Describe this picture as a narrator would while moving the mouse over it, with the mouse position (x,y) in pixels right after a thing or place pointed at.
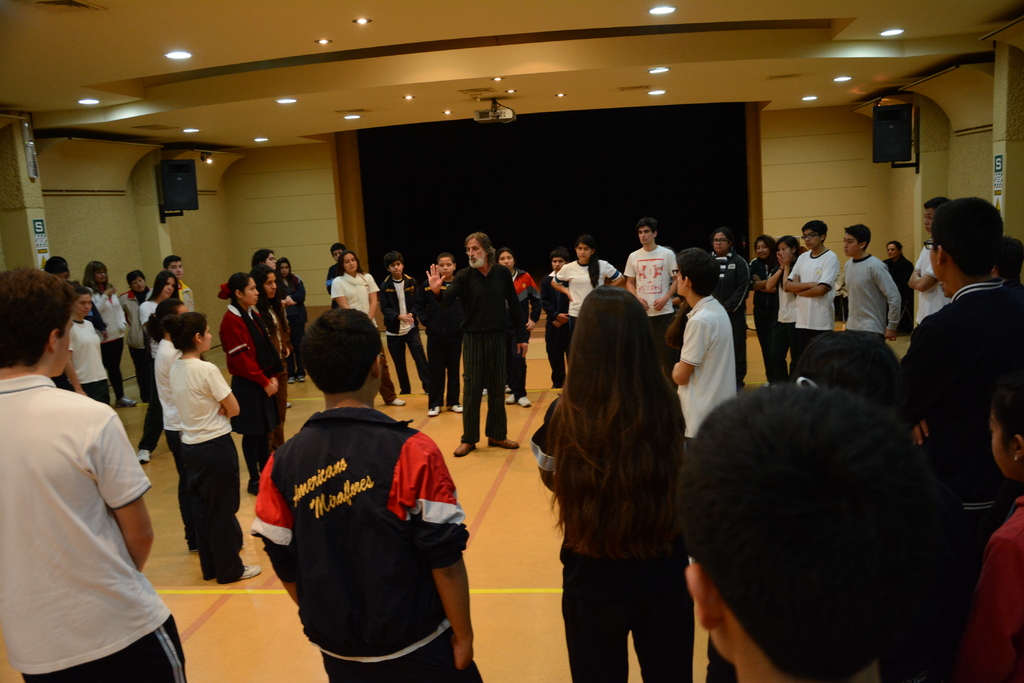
Here we can see group of people (619,500) on the floor (524,543). There are boards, speakers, and lights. In the background (787,157) we can see a wall (847,178).
